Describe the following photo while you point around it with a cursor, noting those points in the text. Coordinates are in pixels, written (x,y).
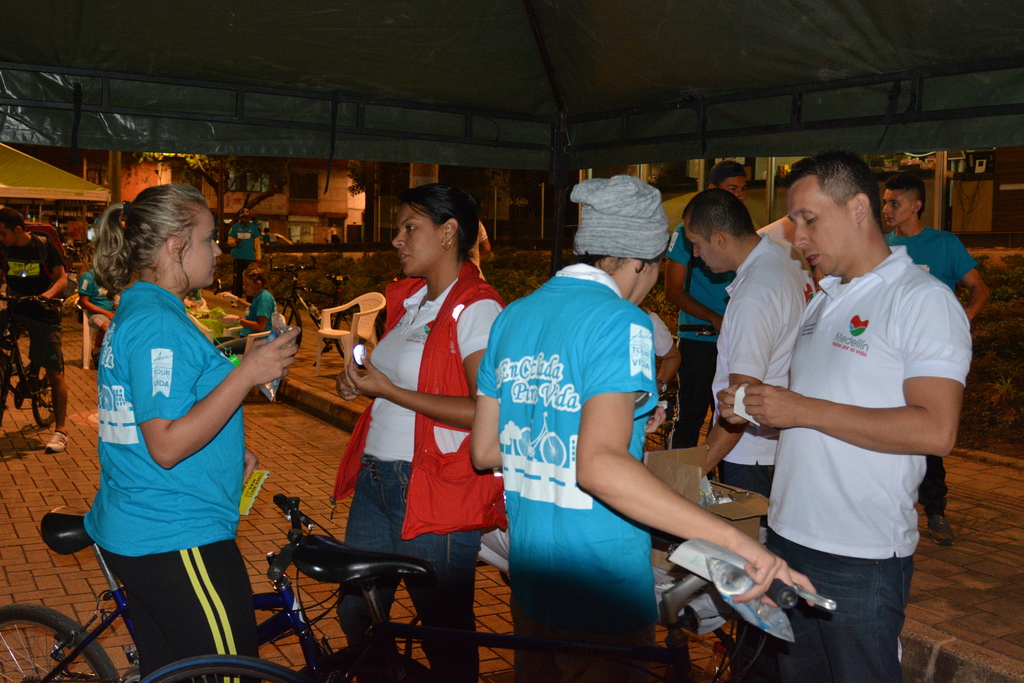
In the image there are group of people (570,278). On left side (154,340) there is a woman (182,334) who is standing on cycle (104,572). On right side (856,365) there is a man (857,394) who is holding a white color paper (740,409) in middle (608,394) a blue color shirt person (569,539) is holding cycle handle (777,587). In background (322,327) we can some chairs (356,317) and a table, buildings (309,195), trees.
